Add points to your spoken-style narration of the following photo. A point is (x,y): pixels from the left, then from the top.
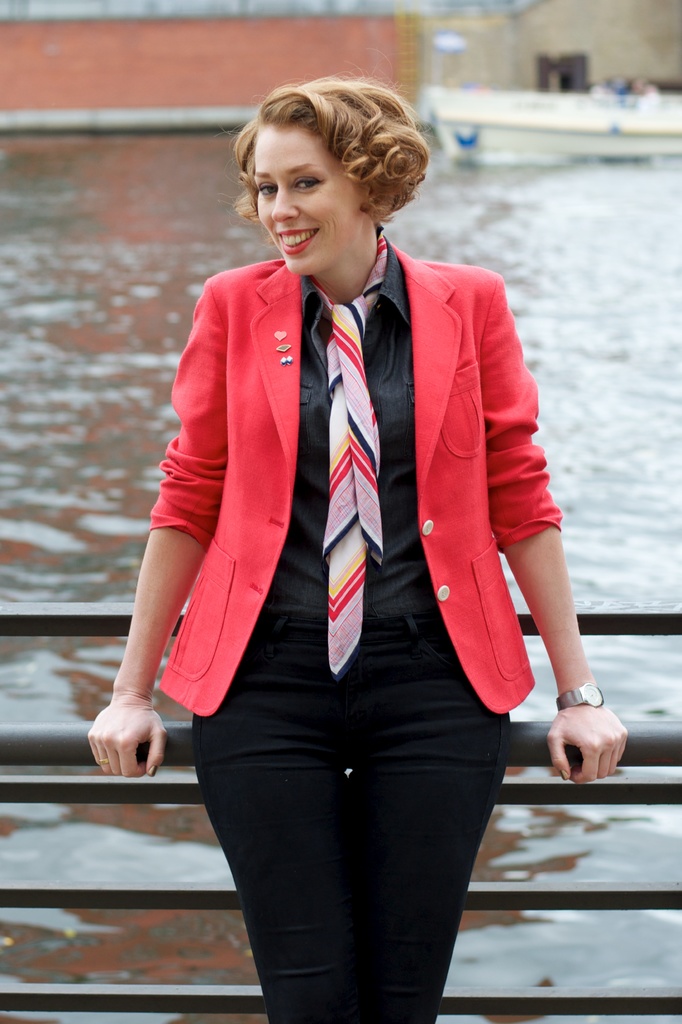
In this image, we can see a woman (365,622) is watching and smiling. She is holding a rod (76,763). Background (594,826) there is a blur view. Here we can see rods (602,1006), water (444,261), boat (592,152) and walls (428,43).
